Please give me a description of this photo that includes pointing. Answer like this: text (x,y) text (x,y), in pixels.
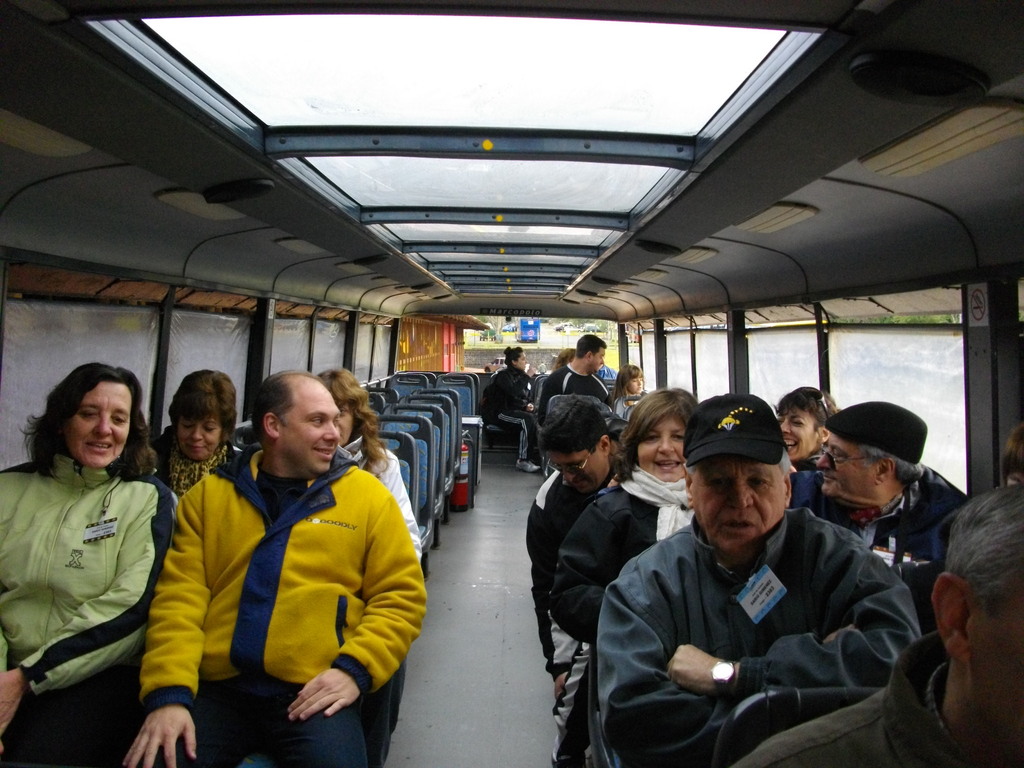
In this image I can see group of people (243,470) sitting on the chairs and I can see inside part of the vehicle (570,396), left and right I can see few glass windows (958,442).
